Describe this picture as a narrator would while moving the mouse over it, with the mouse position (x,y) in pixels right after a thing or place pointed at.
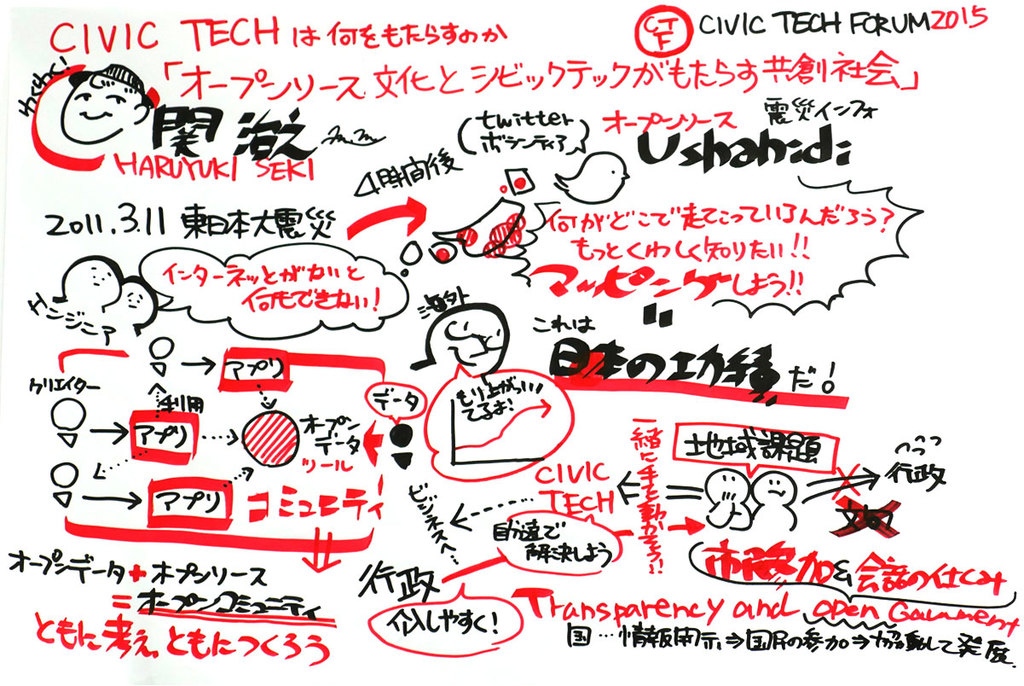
In this image there is some text (632,248) and cartoon drawings (105,155).
